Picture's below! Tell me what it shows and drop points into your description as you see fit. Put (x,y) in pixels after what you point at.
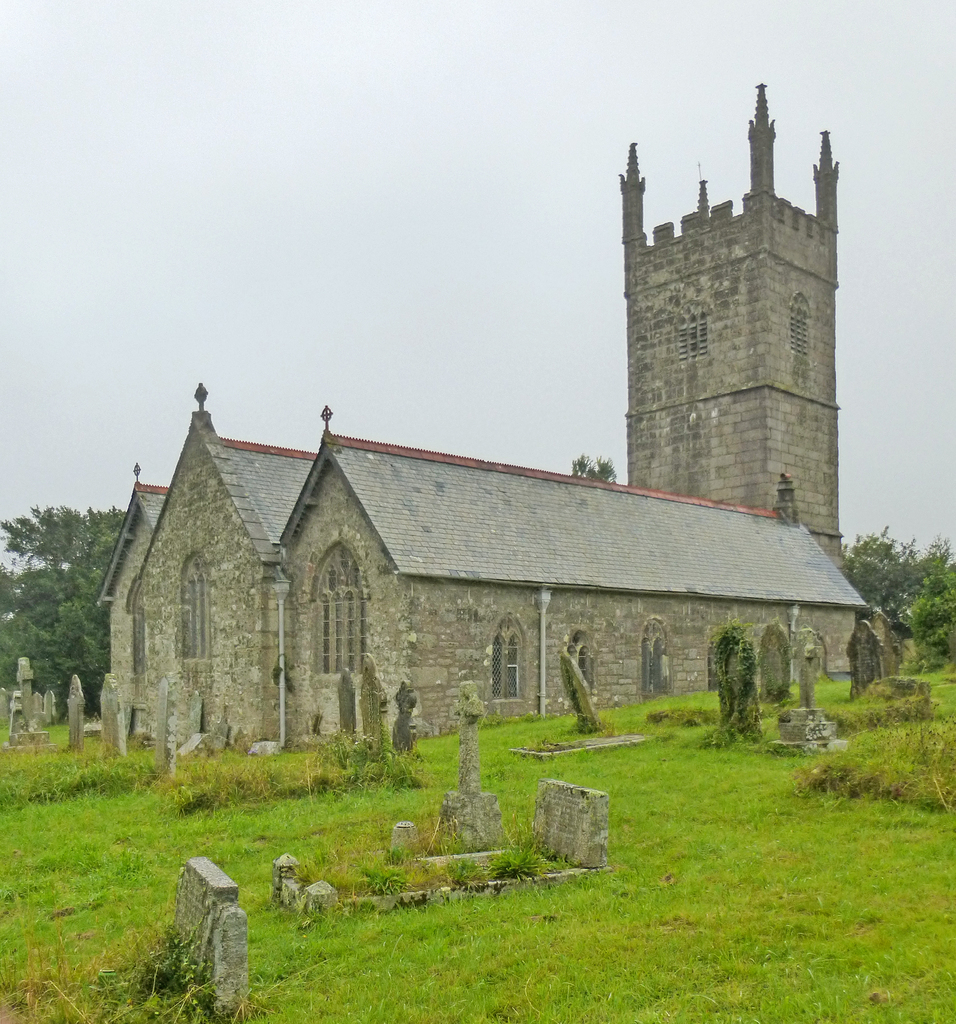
This image consists of a building (426,535) in the middle (435,593). There are trees (51,563) on the left side (62,657) and right side (874,610). There is grass (561,907) at the bottom (637,847). There is sky (411,171) at the top (294,205).
